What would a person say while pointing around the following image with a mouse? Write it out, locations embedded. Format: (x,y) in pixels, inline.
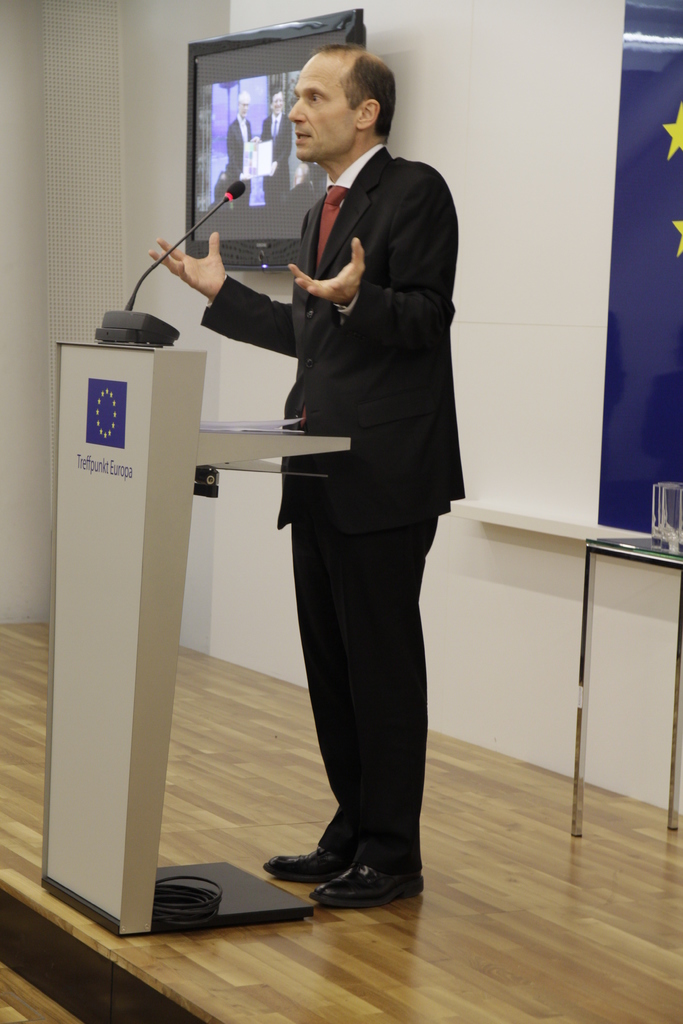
In this image there is a man (416,288) wearing black suit (384,236) is talking. He is standing behind a podium (135,383). On the podium (252,444) there is a mic (163,256). On the wall (177,317) there is a TV (268,38) mounted. Here there is a banner (649,209). The floor (548,846) is wooden furnished.
